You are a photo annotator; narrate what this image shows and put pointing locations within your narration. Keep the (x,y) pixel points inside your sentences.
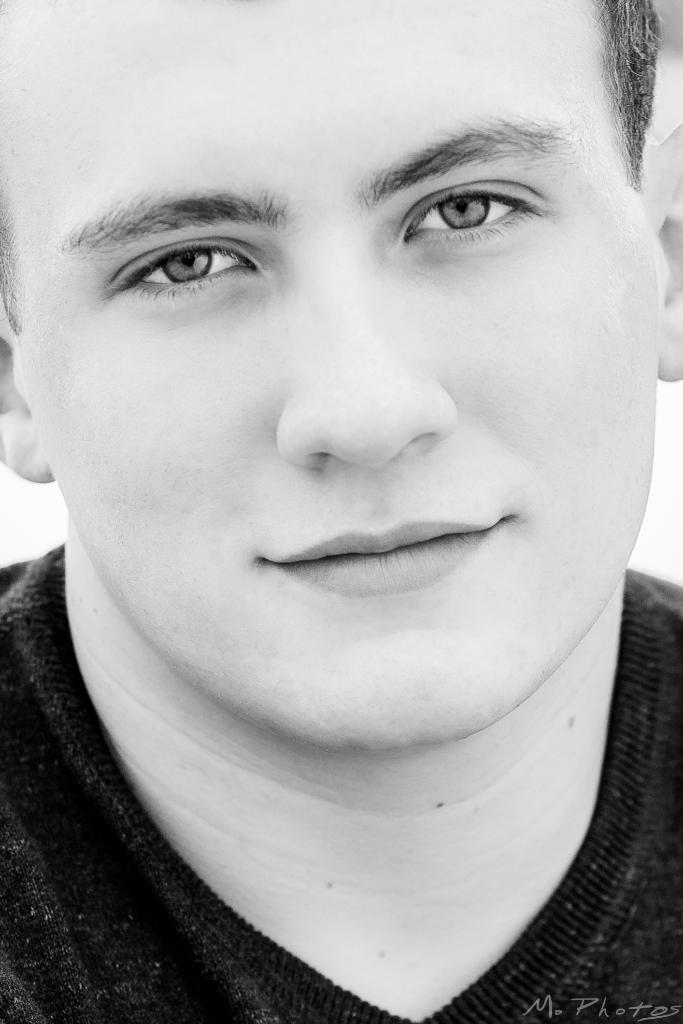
In this image we can see a black and white picture of a person (412,400).
